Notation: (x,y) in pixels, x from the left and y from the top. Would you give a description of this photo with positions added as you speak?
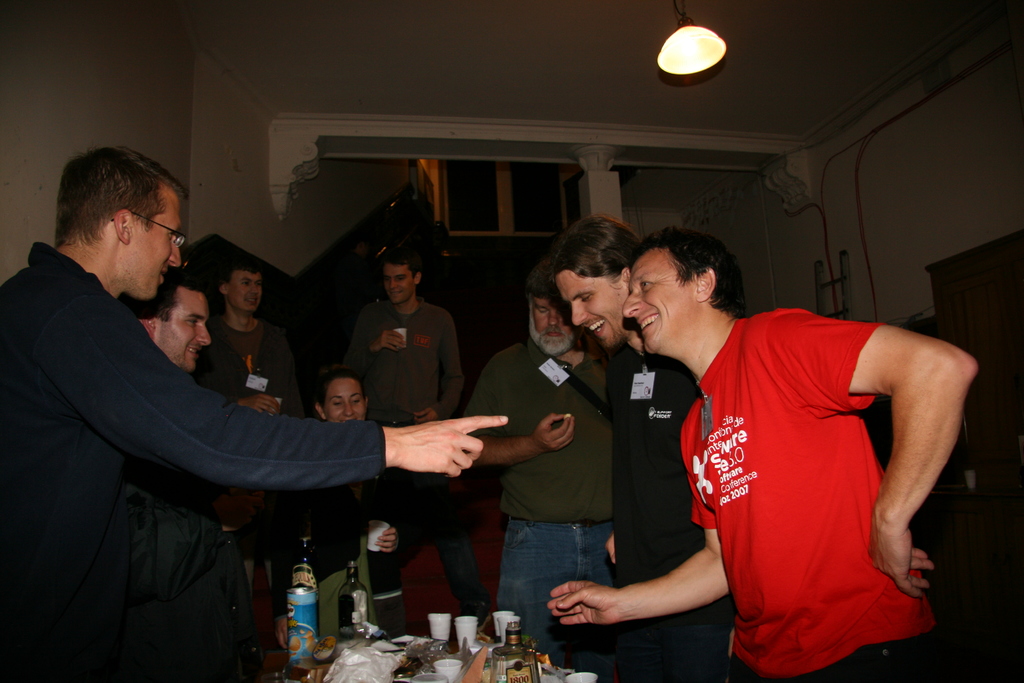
In this image we can see people (365,504) standing on the floor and a table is placed in front of them. On the table (369,627) we can see beverage bottles (345,605), disposable tumblers (442,627) and polythene covers (439,658). In the background (552,122) there are walls (735,223), staircase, cables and a cupboard (976,482).
